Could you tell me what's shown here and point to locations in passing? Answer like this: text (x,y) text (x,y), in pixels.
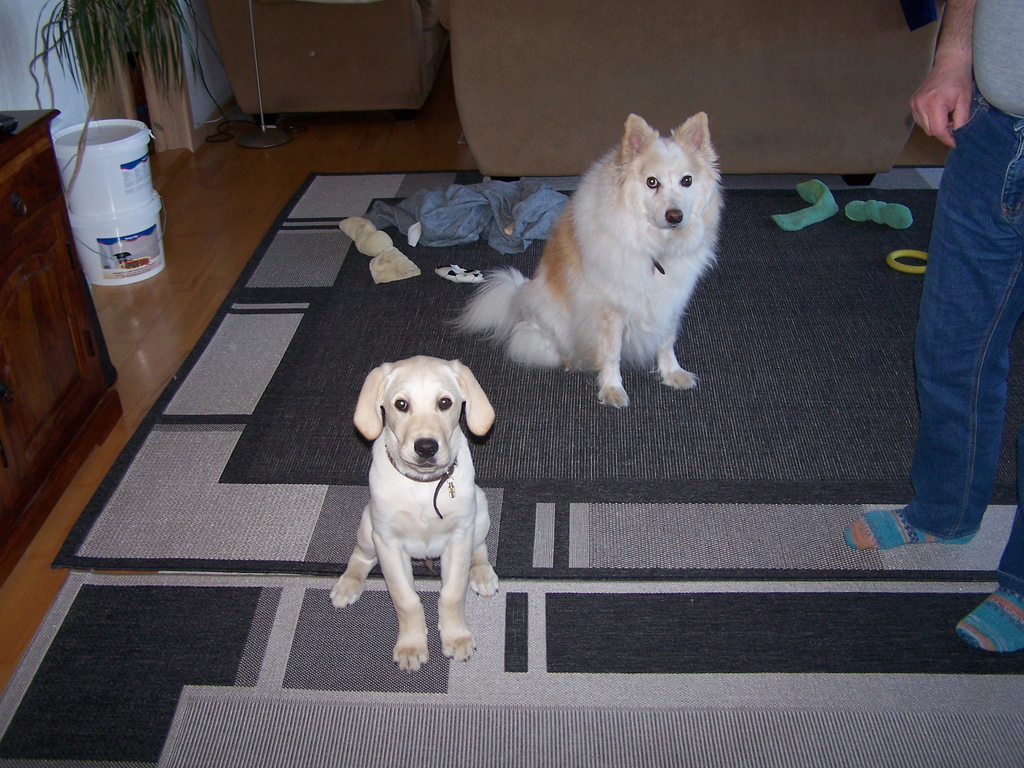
In this picture we can see two dogs (643,187), carpets (546,581), clothes (408,226), buckets (139,257), cupboard (60,233), plant (122,24), stand (269,140) and these all are on the floor (238,166) and a person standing and in the background (479,61) we can see a sofa (845,81), chair (368,102).
